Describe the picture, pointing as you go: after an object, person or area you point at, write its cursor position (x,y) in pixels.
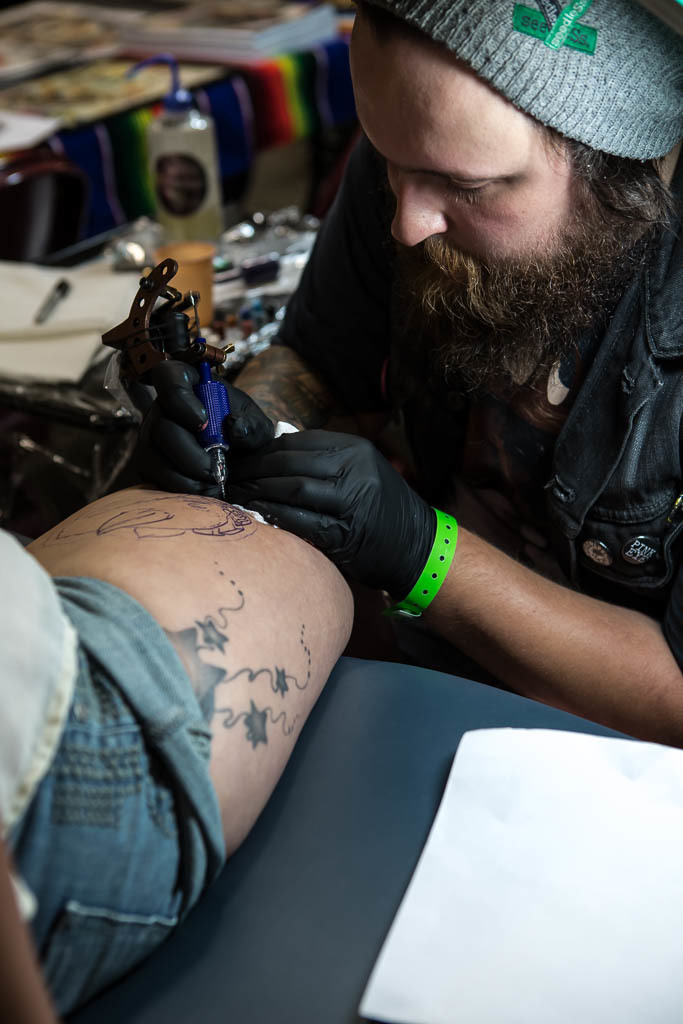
In this image there is a person (215,540) wearing a tattoo (222,535) on a thigh (135,572), in the background (96,199) it is blurred.
